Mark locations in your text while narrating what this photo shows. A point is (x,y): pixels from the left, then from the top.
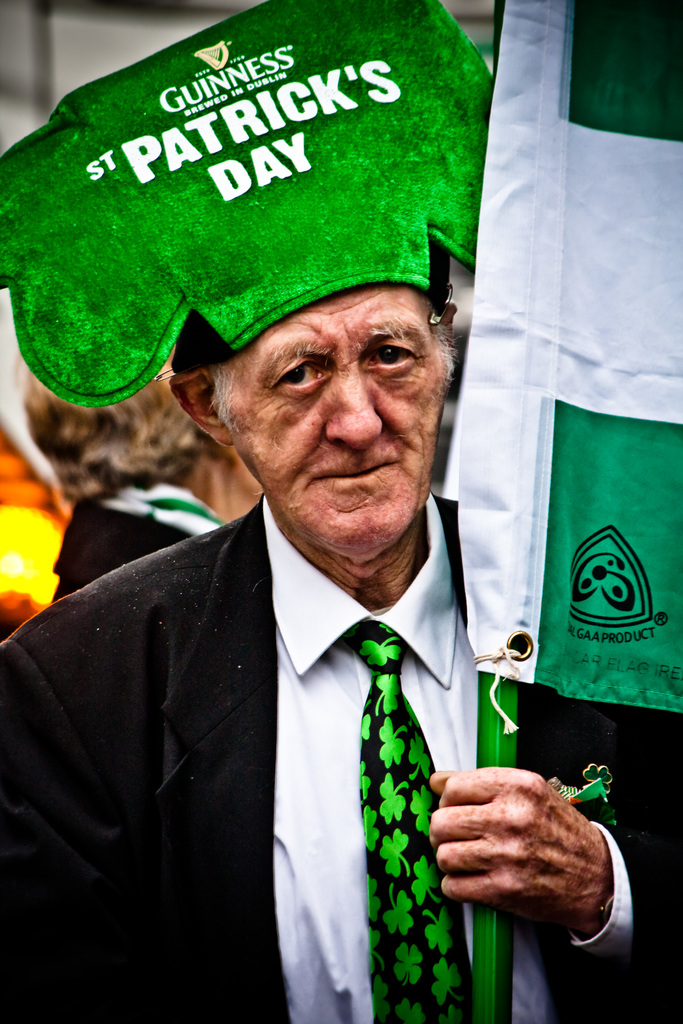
In this image we can see group of persons (149,662). one person (379,471) is wearing a cap (299,201) with some text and holding a flag (621,558) in his hand (499,785).
